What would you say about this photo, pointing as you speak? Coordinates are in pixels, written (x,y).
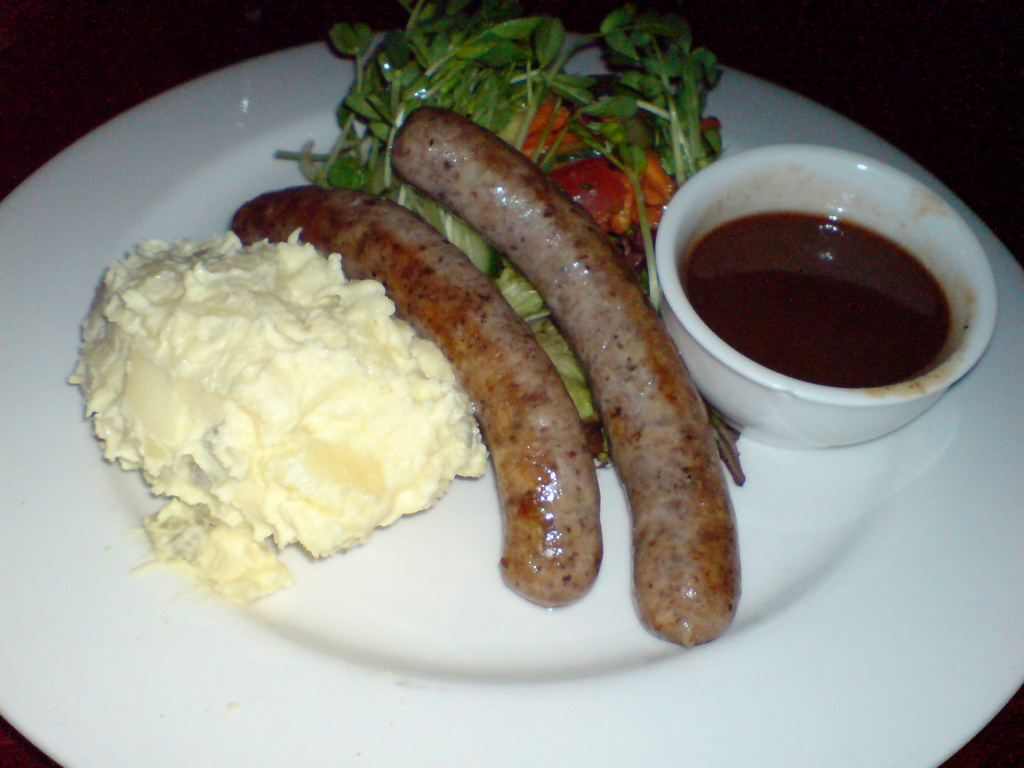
In this image we can see some food (453,260) in the plate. There is some soup (764,320) in the bowl (756,363).
